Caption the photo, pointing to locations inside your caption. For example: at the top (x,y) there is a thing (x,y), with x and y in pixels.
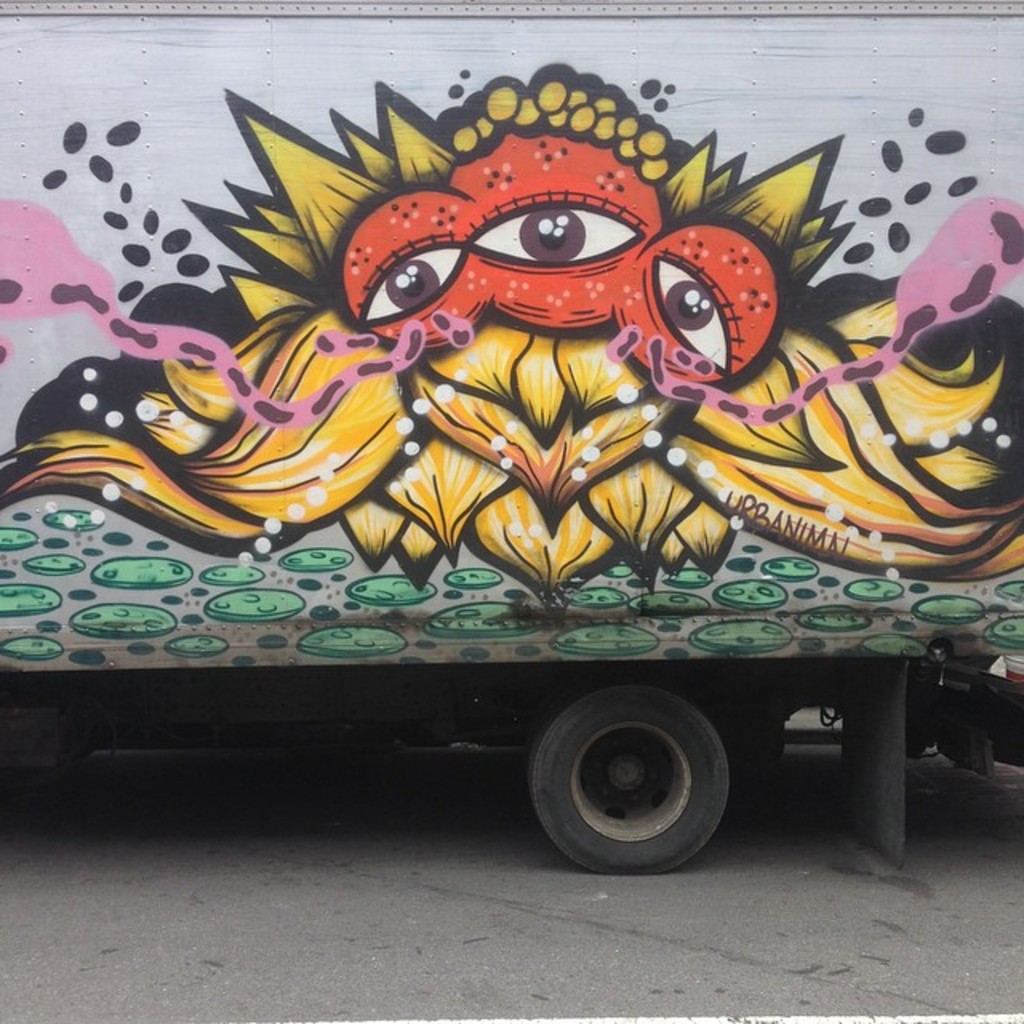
In this picture there is a truck (478,385) in the center of the image (478,385), on which there is painting (411,435).
